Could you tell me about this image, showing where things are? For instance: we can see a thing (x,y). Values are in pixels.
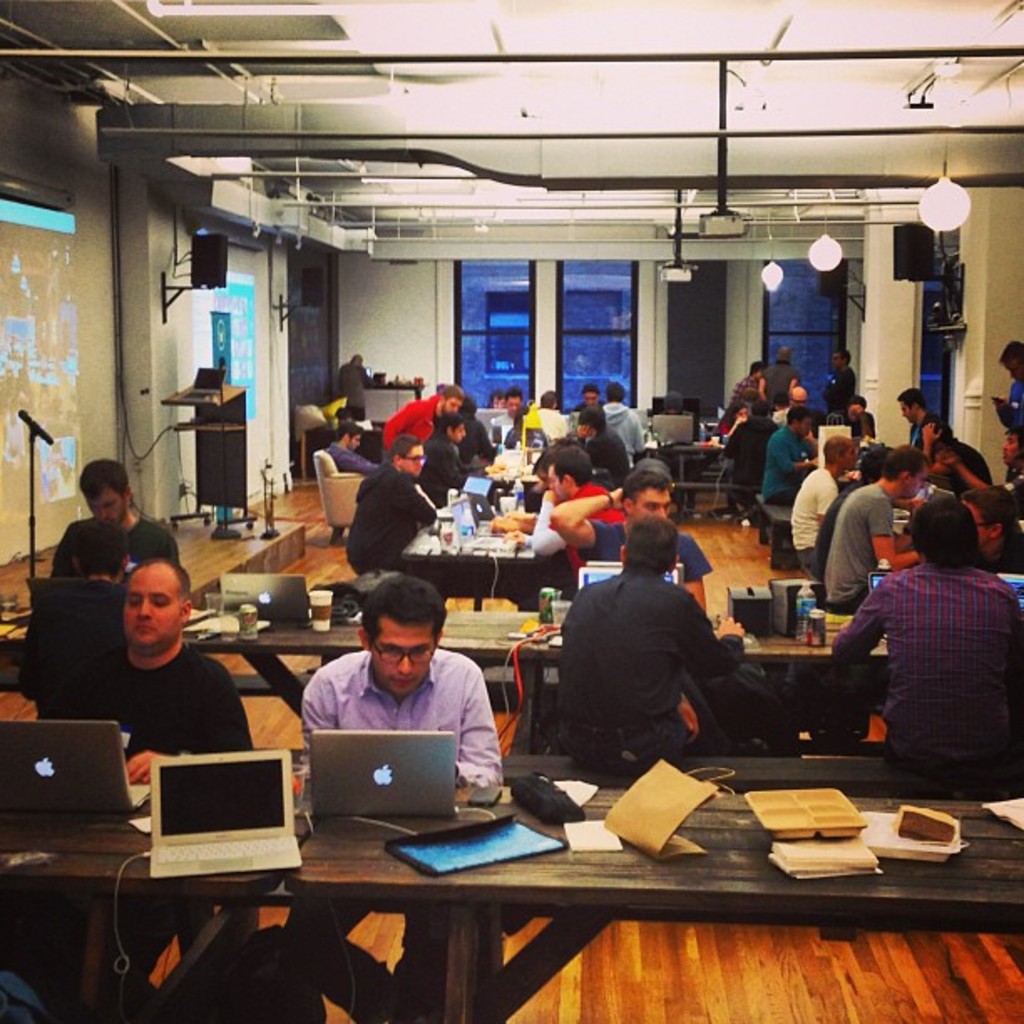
This image is taken inside a room (193,626). I think this is a place where few people (131,615) are working here. In the left side of the image (76,715) there is a man (161,621) sitting on a chair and working in a laptop (79,730). In the right side of the image (977,563) there are few people (1006,465) sitting and working. At the bottom of the image (473,1021) there is a table (602,853). At the top of the image (1001,36) there is a ceiling (846,80) with lights (936,197). At the background (728,267) there is a wall (741,343) with windows (789,329).
